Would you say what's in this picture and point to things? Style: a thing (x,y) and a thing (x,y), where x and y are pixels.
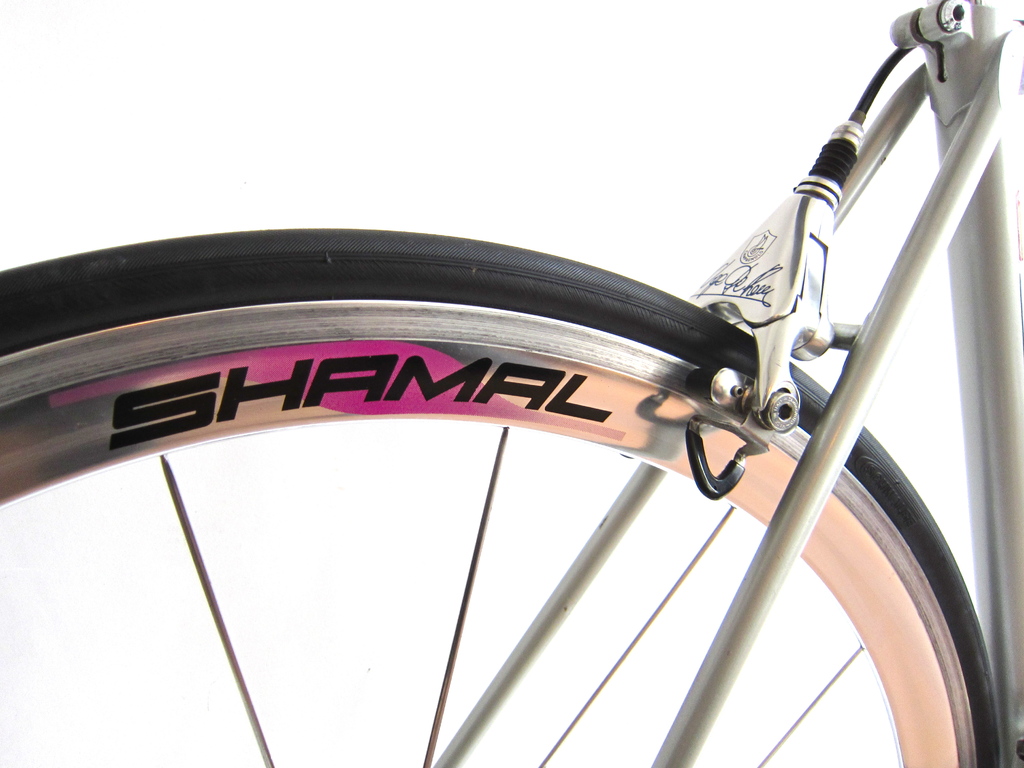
In this picture we can see a wheel (770,495) of a bicycle (761,438), we can see spokes (464,615) here, there is a white color background (543,147).
